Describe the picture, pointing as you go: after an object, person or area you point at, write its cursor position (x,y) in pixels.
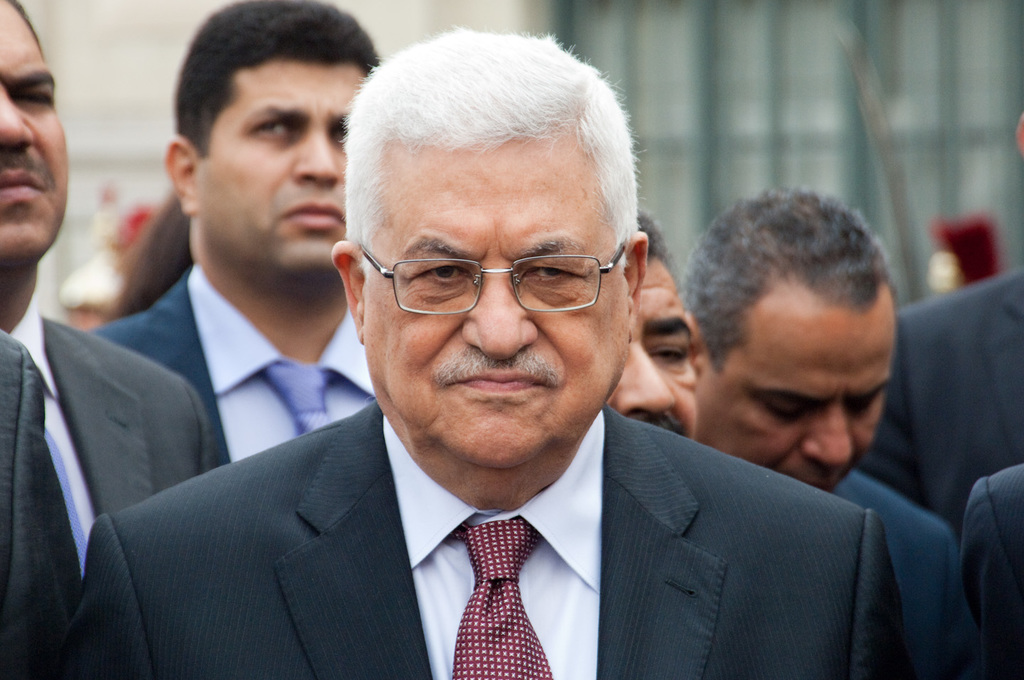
At the bottom of this image (545,538), there is a person (425,411) in a suit (391,486) and wearing a spectacle (441,264). In the background (70,389), there are other persons (736,205). And the background (898,118) is blurred.
